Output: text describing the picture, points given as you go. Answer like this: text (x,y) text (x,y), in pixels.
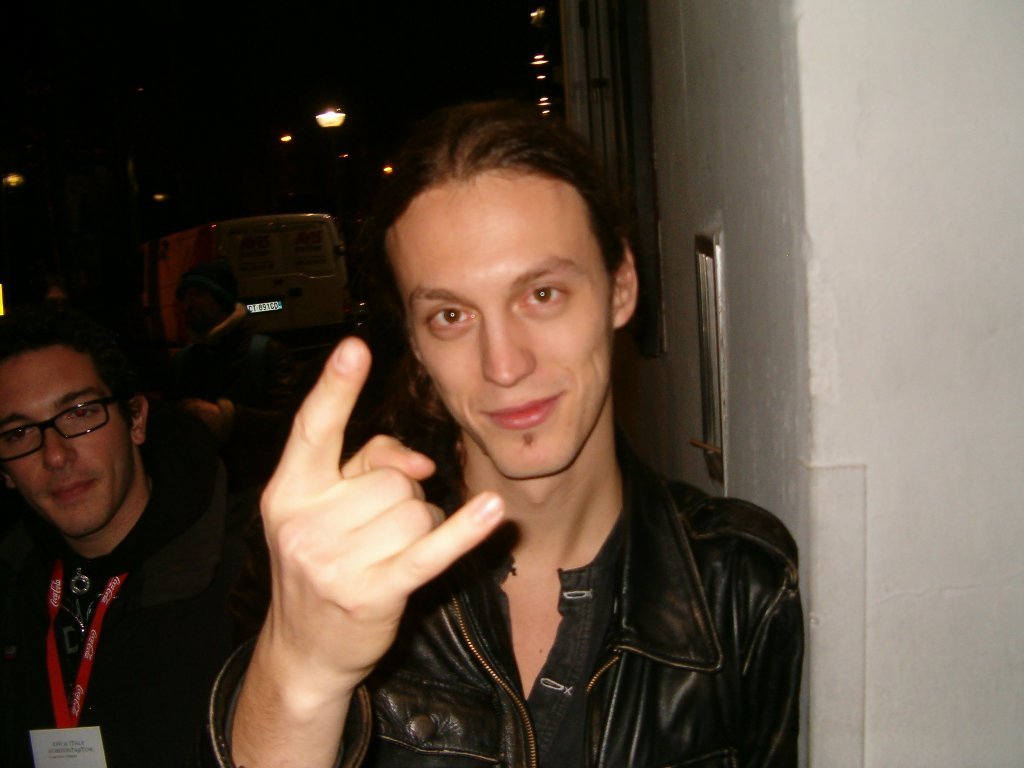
A man (369,564) is showing his fingers (398,559), he wore a black color coat (630,657).
